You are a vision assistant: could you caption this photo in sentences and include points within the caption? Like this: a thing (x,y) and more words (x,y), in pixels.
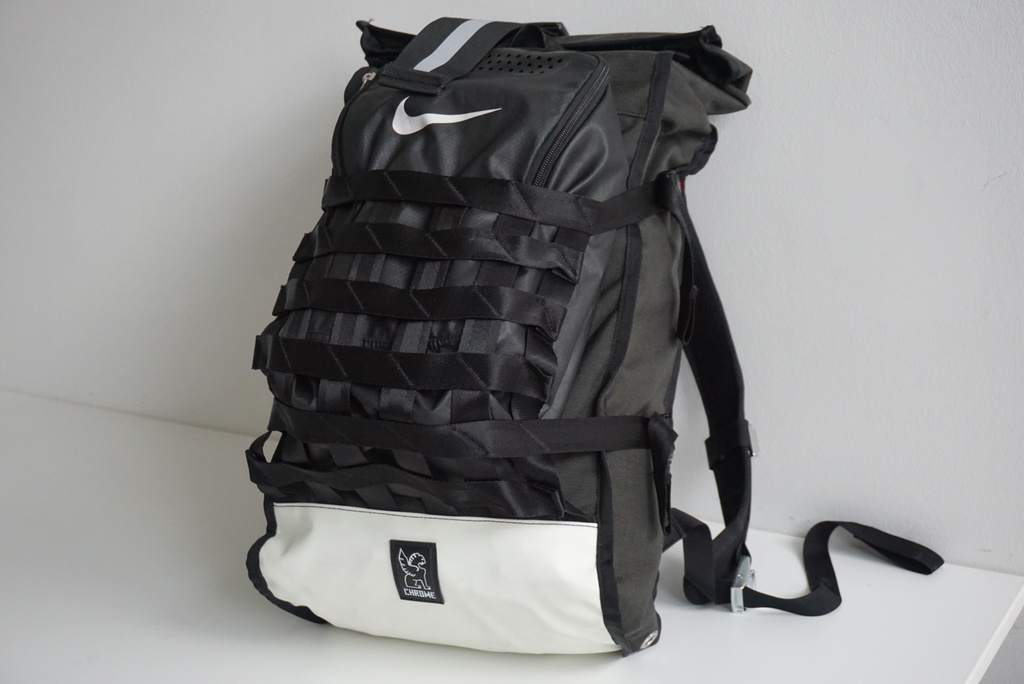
In this picture we can see a bag (558,394) which is in black color. And this is the wall (888,232).
